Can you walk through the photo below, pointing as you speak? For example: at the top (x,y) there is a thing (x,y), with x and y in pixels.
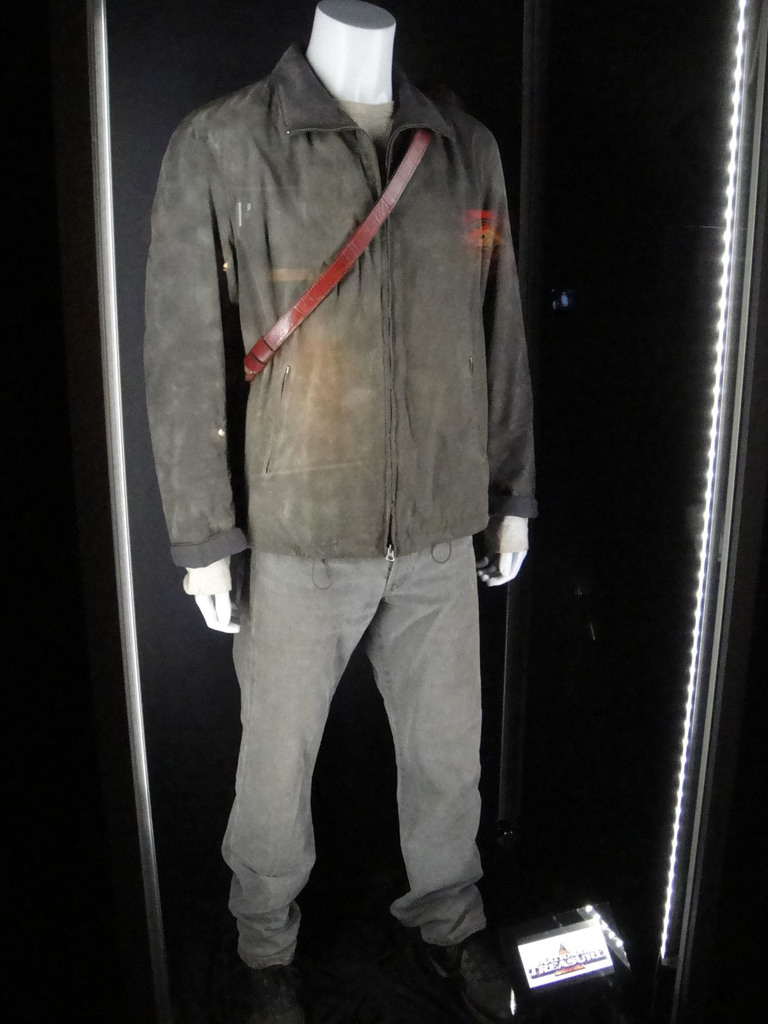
In this image there is a mannequin (361,7) wearing male clothes (244,711).
